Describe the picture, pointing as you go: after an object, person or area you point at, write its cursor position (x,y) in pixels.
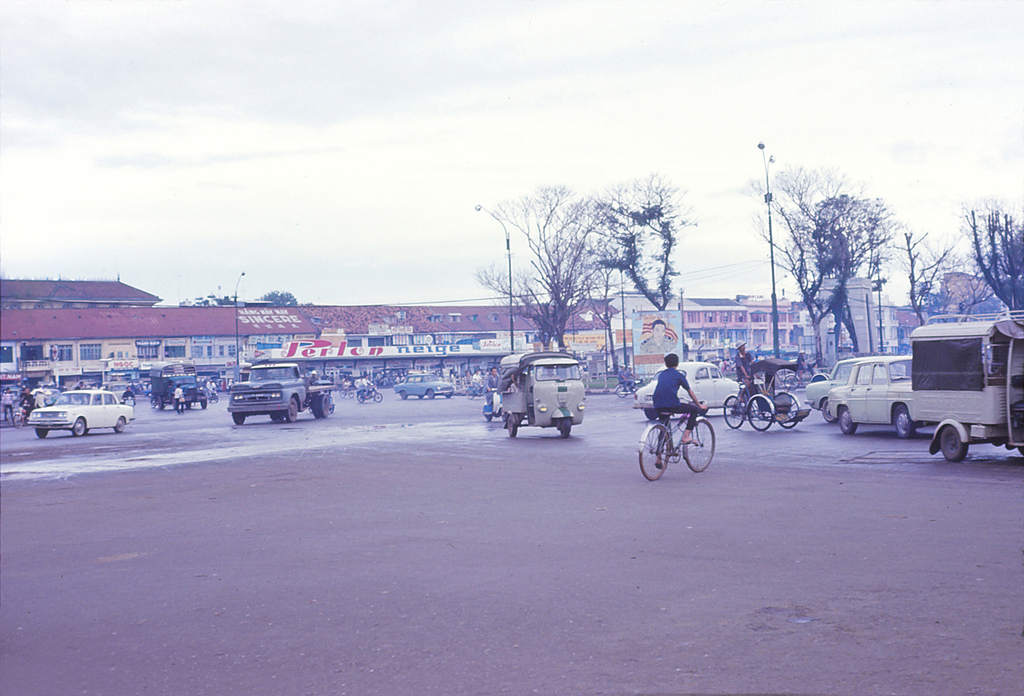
In this image I can see many vehicles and few people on the road (381,477). I can see few people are riding their bicycles (659,464) and motorbikes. In the background (497,341) I can see many trees (533,309), poles (510,336), boards (418,345) and buildings (179,323). I can see the sky (318,82) in the back (327,72).
